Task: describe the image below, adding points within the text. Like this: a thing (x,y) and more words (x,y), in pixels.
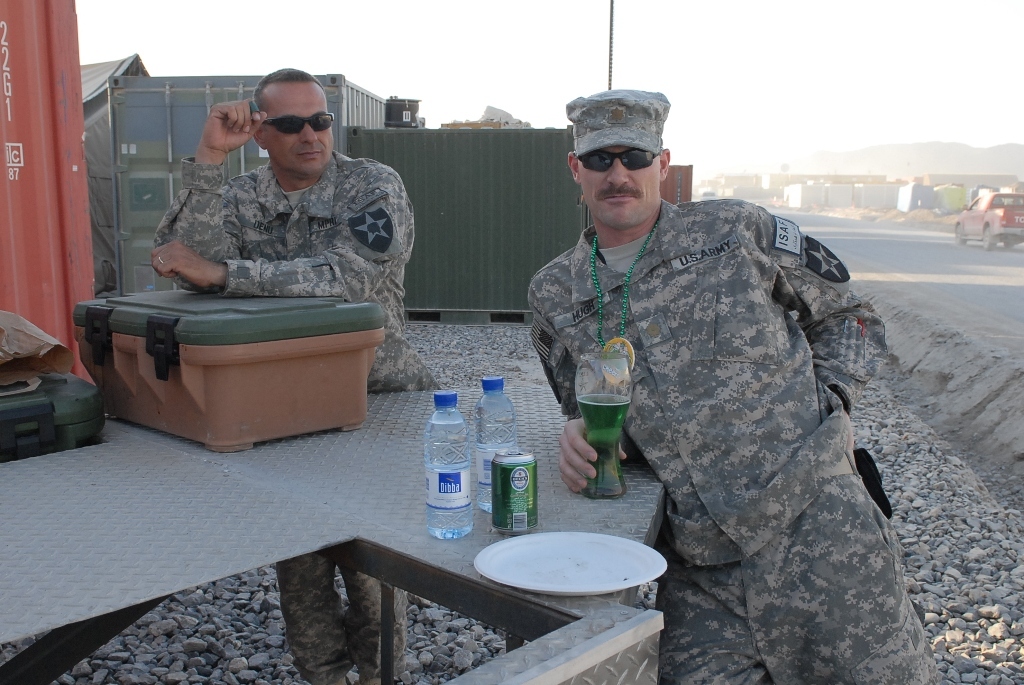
In this image we can see there are two persons (735,417) standing near the table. There are bottles (487,492), plate (632,556), suitcase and glass (611,389). Right side (992,228), we can see the vehicle (995,211) on the road (975,262). And there are containers (427,179), pole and sky (806,60).
